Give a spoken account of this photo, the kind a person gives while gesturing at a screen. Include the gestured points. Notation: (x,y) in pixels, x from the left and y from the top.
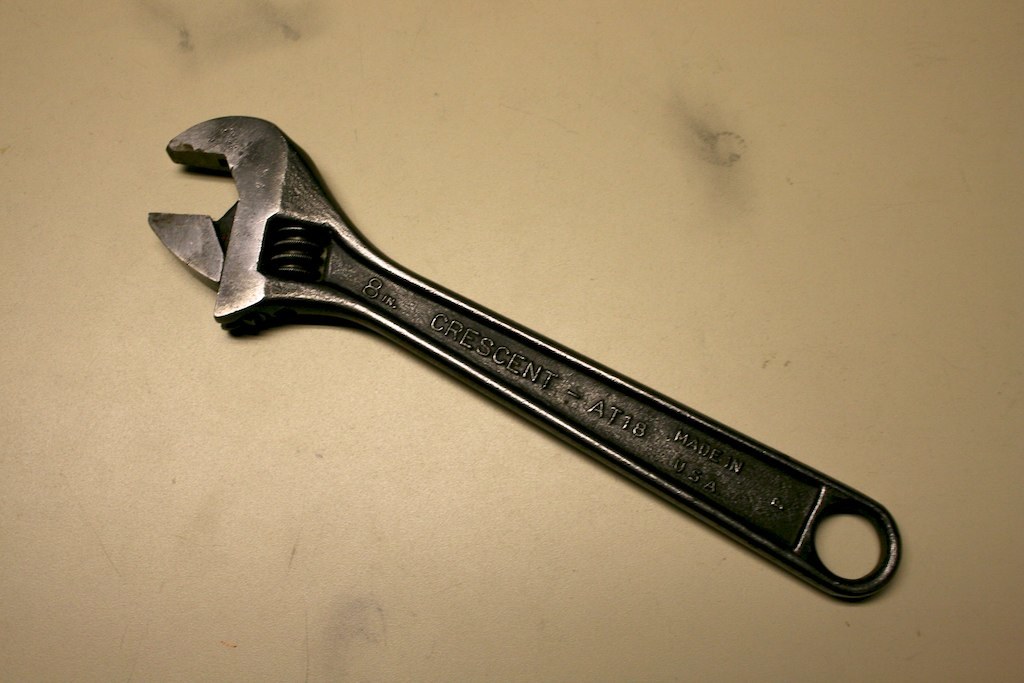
In this picture there is a wrench (776,464) which is kept on the table (666,220).
